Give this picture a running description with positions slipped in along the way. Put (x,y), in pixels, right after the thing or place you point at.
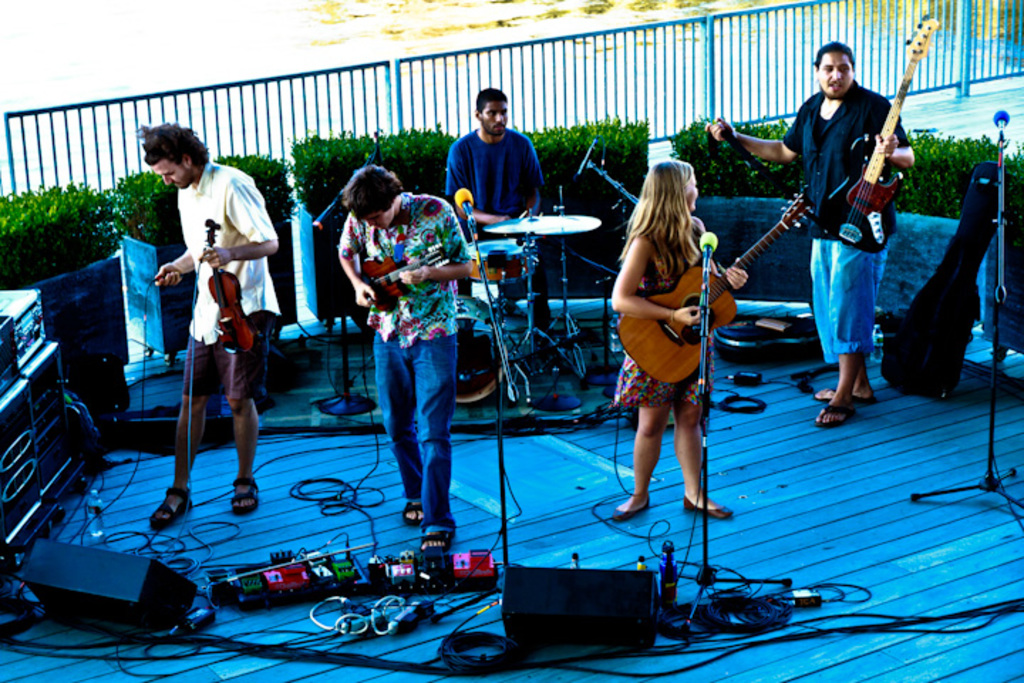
There is a band of people (487,200) playing music. There is a girl (659,312) in front (651,439) playing the guitar (720,290). There is man (835,258) at the right side of the image (842,172) holding the guitar (859,195). A man (515,158) at the center of image (540,260) is playing the drums (510,259). The man (222,195) the left side of image (219,225) is holding a violin (215,293). There is a man (416,425) in blue denim (422,441) is playing a small guitar (384,304) with electronic pad (449,560) at his foot (442,544). There are mics (478,263) arranged around them. There are speakers (134,593). There are garden plants (333,184) located behind them. There is a barrier (591,79) at a distance.
